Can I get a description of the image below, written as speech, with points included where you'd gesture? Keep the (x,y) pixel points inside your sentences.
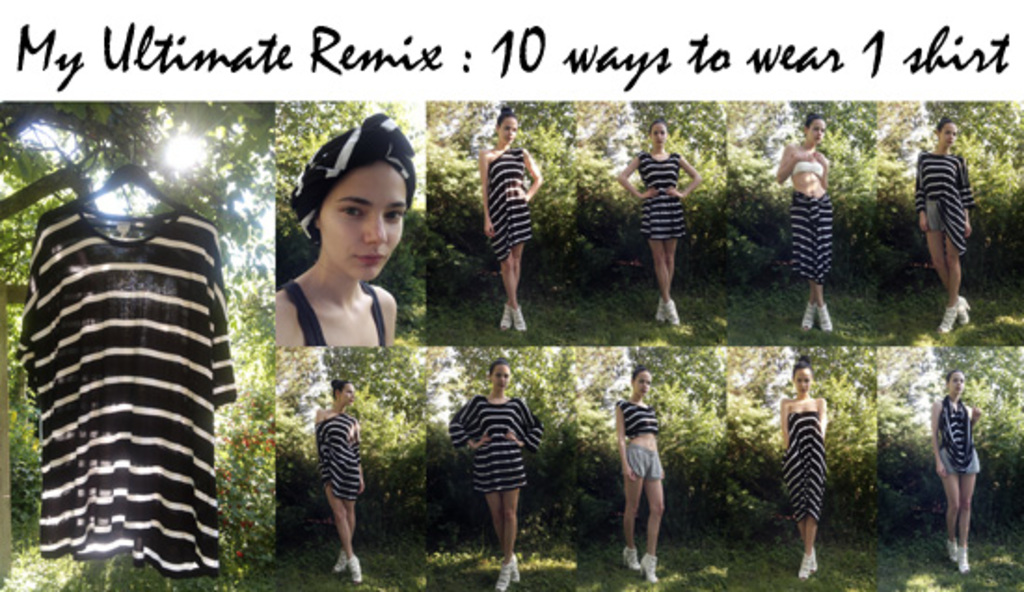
This image is a collage picture. In this image we can see collage pictures of a girl (294,343). In the background (685,129) there are trees (931,368). At the top of the image (53,90) there is text (52,50).
